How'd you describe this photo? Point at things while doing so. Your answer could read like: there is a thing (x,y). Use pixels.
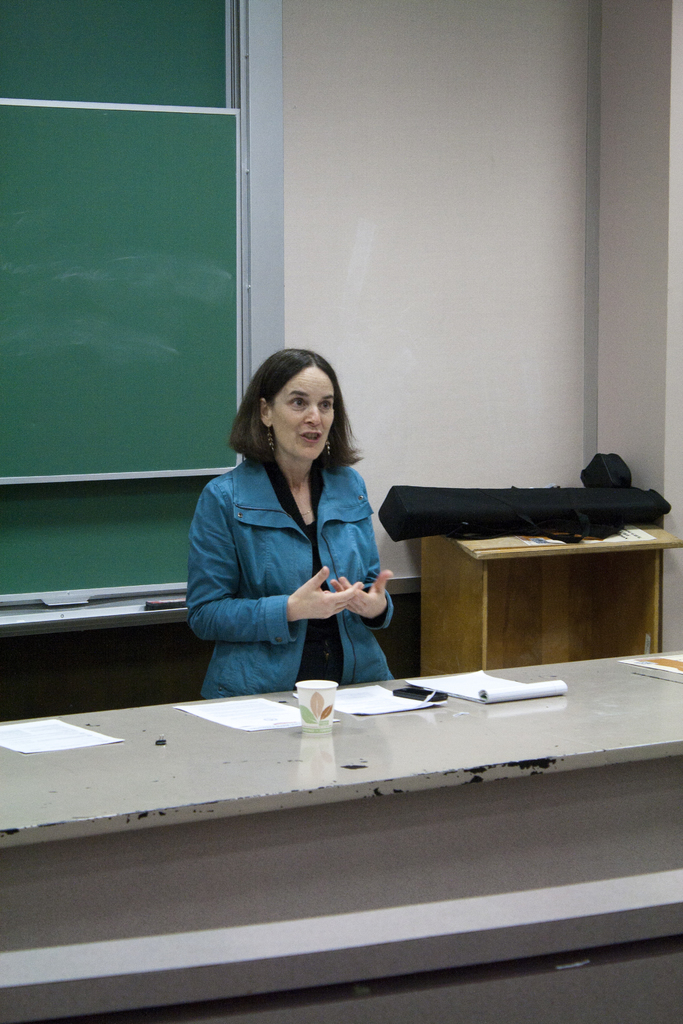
This picture shows a woman (227,571) standing and speaking and we see a green board (161,294) back of her and we see a table (649,911). On the table (296,760), we see a cup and a book (516,698).
